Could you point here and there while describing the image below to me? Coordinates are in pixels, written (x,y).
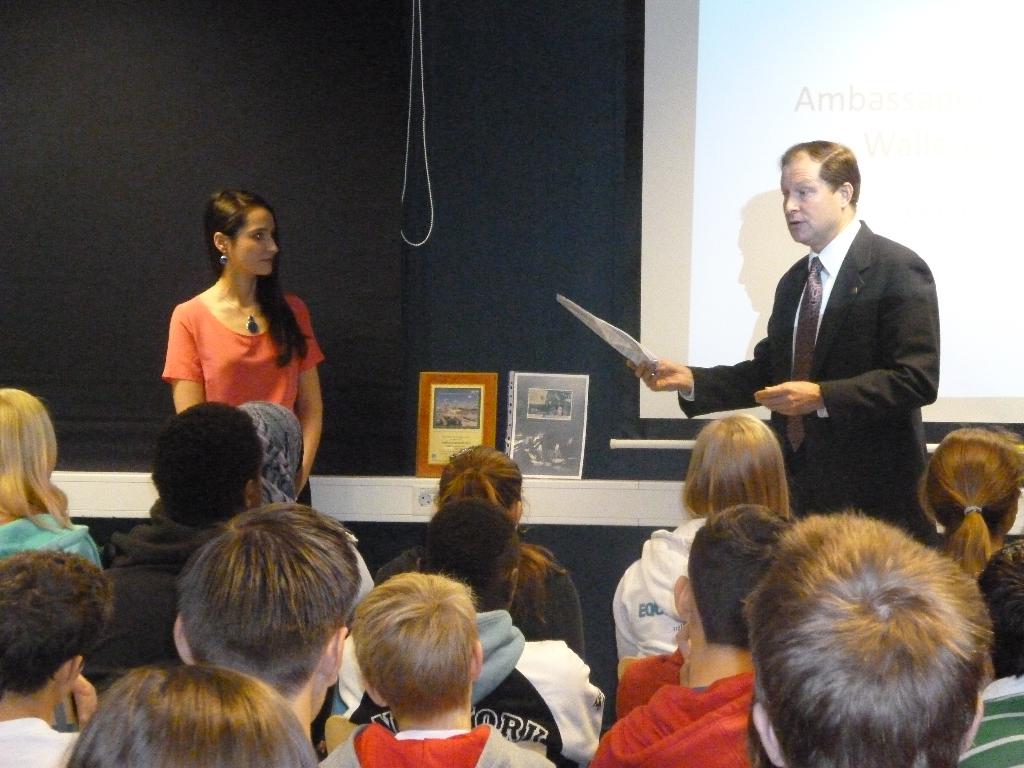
In this image I can see number of people (689,378) and I can see one man (786,455) is holding a white colour thing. In the centre of the image (567,388) I can see two things (533,436) and on the right side of the image (986,390) I can see a projector screen (1023,410). I can also see something is written on the screen (857,143) and on the top side (419,10) on the image I can see a rope (408,106).
